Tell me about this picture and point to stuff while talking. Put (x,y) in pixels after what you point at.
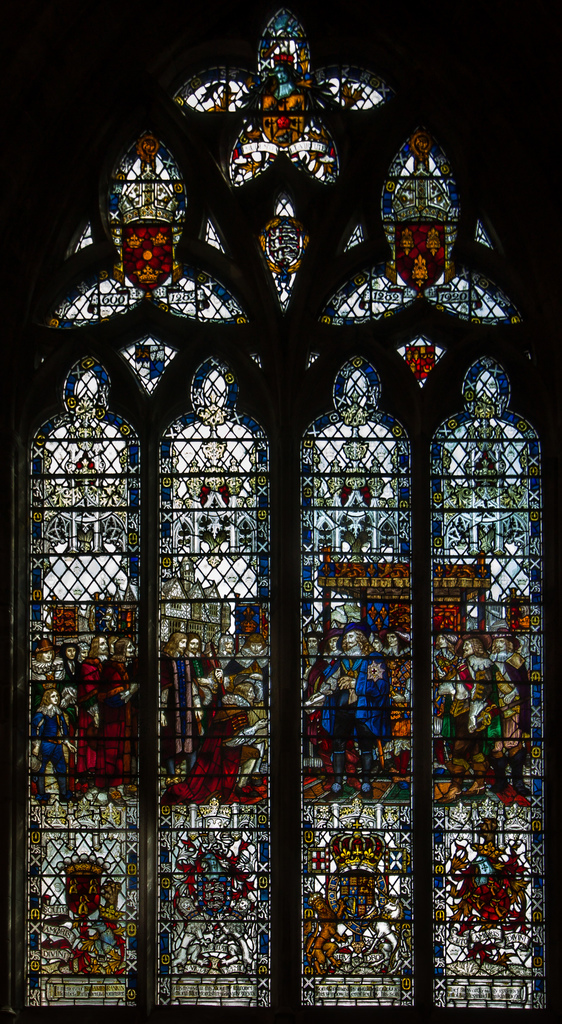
In this image in the foreground (154,609) there are windows (221,659), and we could see some art (331,167) and there is a black background (527,39).
